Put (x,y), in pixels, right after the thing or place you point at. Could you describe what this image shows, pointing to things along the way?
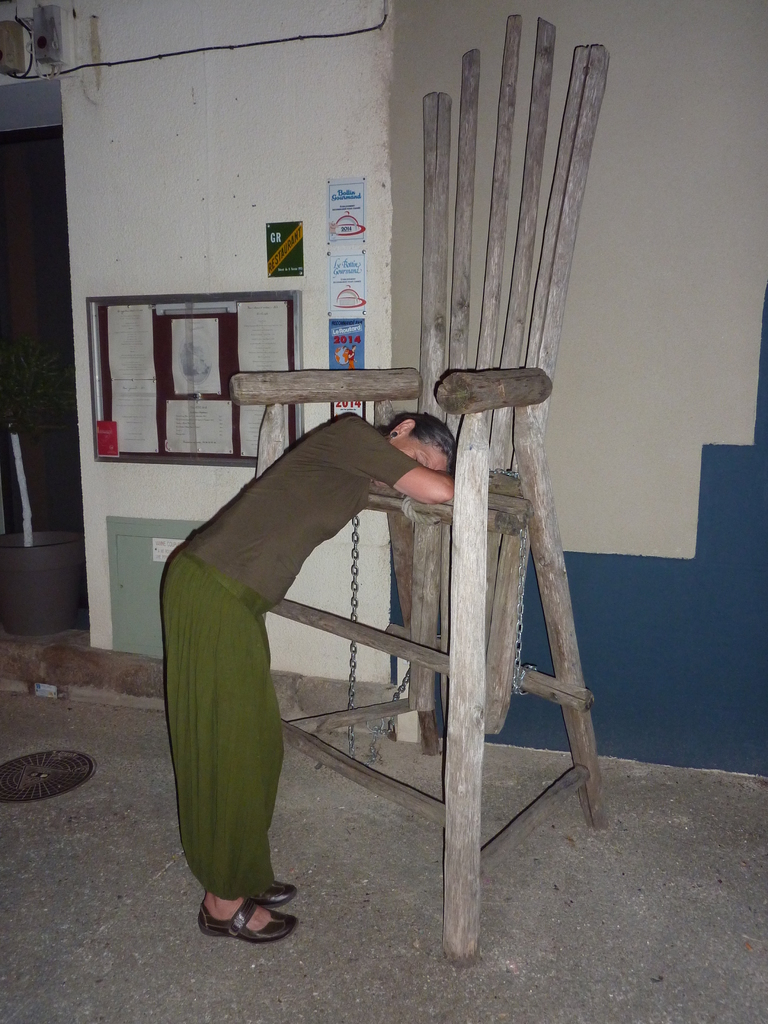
In this image we can see a person (276,502), house plant (17,609), notice board (192,441), posters (340,365), wooden chair (412,392), chains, wall (214,68) and cable (64,71).
